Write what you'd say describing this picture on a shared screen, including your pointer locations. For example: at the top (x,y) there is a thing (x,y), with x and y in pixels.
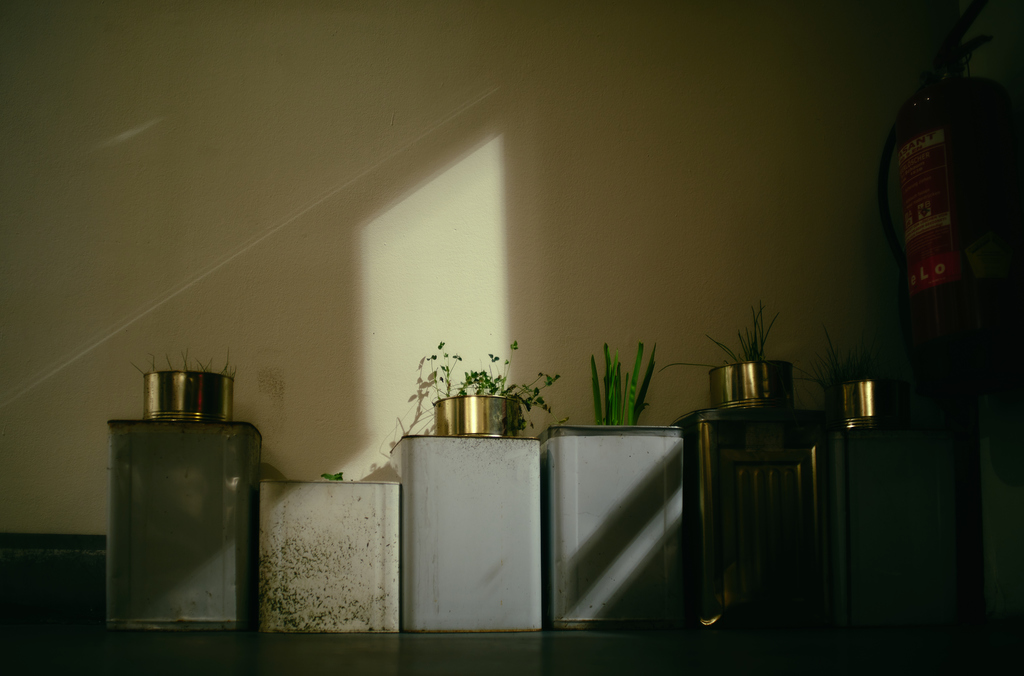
In the center of the image (536,386) we can see some tins (463,461), containers (489,528) and plants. In the background of the image (324,295) there is a wall (361,183). On the right side of the image (899,147) an extinguisher (928,198) is there. At the bottom of the image (381,645) there is a floor (371,653).
